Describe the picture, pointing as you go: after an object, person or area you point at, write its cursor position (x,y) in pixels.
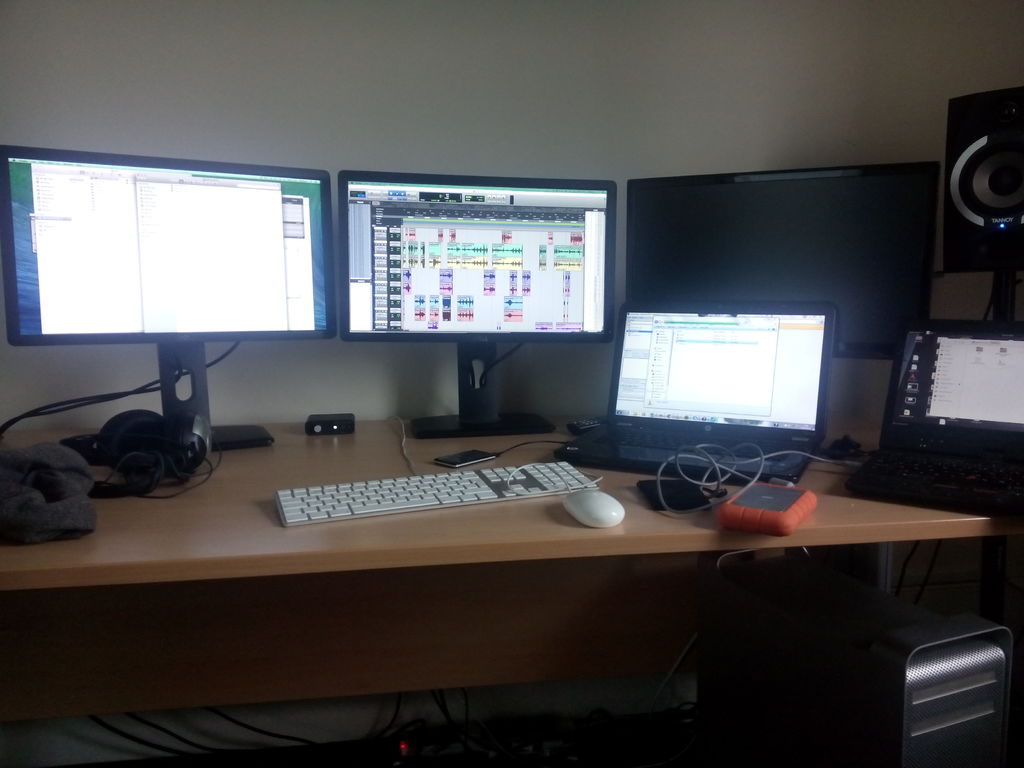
In the middle of the image (546,453), there is a table (3,612) on which PCs (175,370) are kept, keyboard (498,470), mobile (472,455) and wires (710,483) are kept. The background wall (775,110) is white in color. This image is taken inside a room (519,510).
